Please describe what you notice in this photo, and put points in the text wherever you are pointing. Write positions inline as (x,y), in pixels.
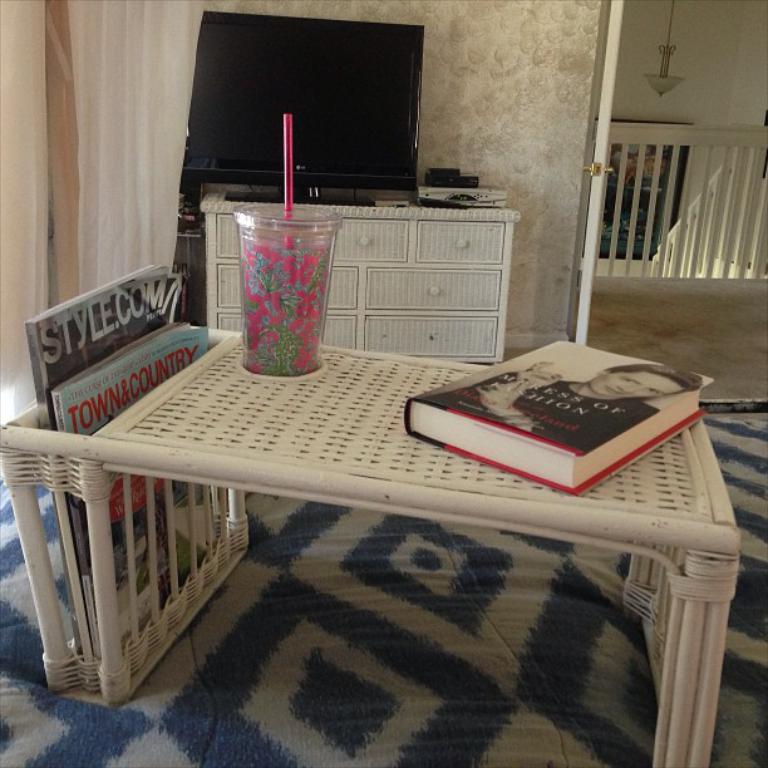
This picture is clicked in a room (446,559). In the center (297,411) there is a table (517,521), behind it there is a desk (364,264), on the desk (333,303) there is a television (388,94). On the table (151,430) there are some books (536,435) and a glass (285,141). Towards the right top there is a door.
